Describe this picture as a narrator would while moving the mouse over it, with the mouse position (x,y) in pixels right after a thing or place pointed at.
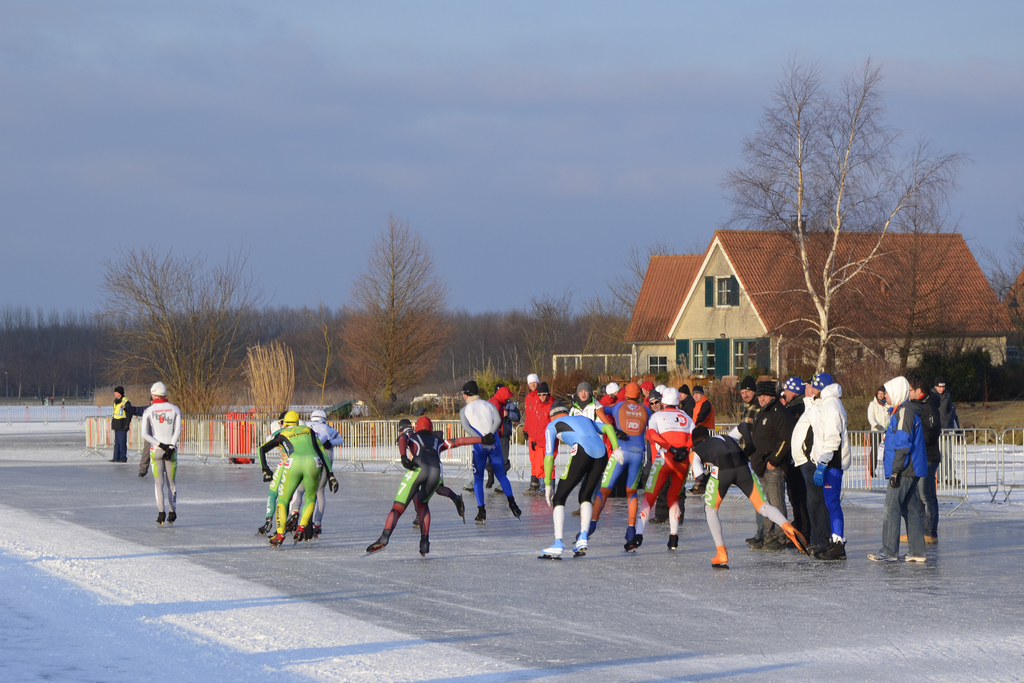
In this picture there are people (113,425) and we can see ice (178,482), snow (37,665), fence (107,409), barricades (90,414), house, trees (207,411) and grass (1005,406). In the background of the image (423,165) we can see the sky (492,192).
